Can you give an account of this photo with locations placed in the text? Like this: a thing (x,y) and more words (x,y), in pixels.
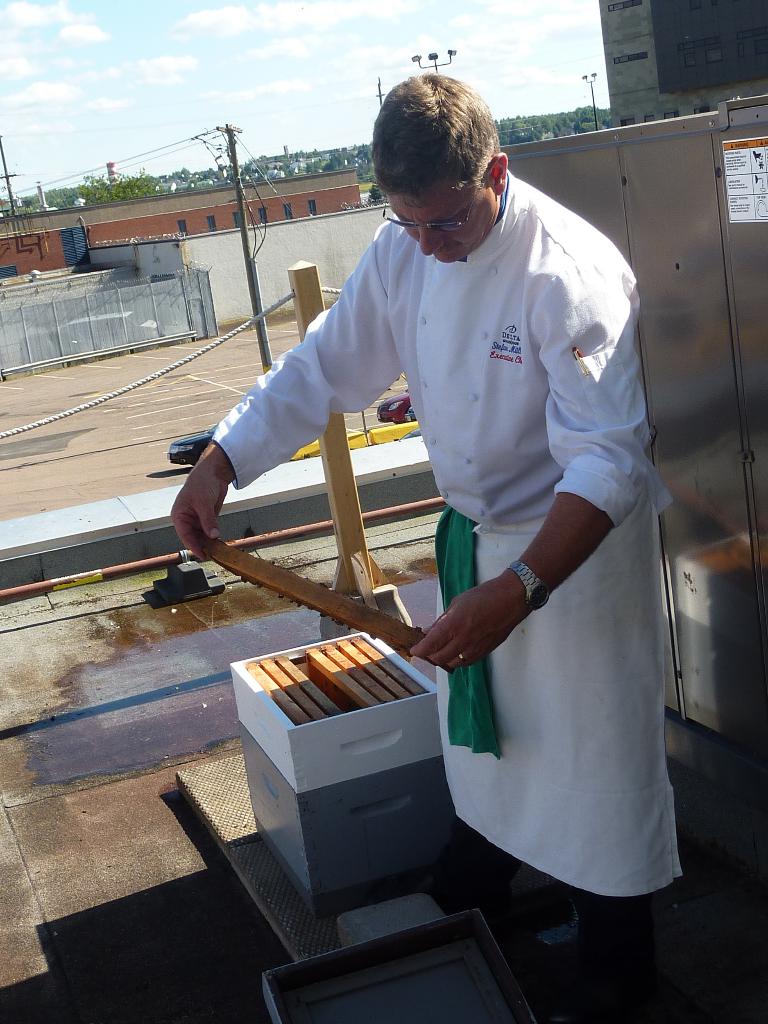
In this image there is a person (490,643) holding an object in his hand (482,651), behind the person (233,411) there is roads (55,422), buildings (137,272) and electric poles (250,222).
